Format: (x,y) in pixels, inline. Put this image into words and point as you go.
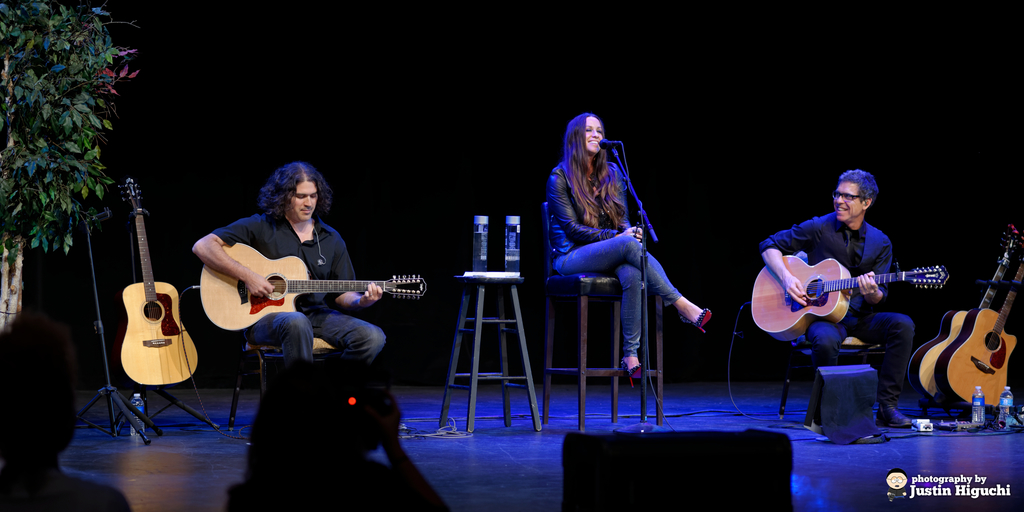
In this image, There are some people (854,313) sitting and they are holding some music instruments (758,290), In the middle (629,304) there is a woman (629,305) singing in the microphone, In the left side (31,180) there is a green color plant (43,147).
